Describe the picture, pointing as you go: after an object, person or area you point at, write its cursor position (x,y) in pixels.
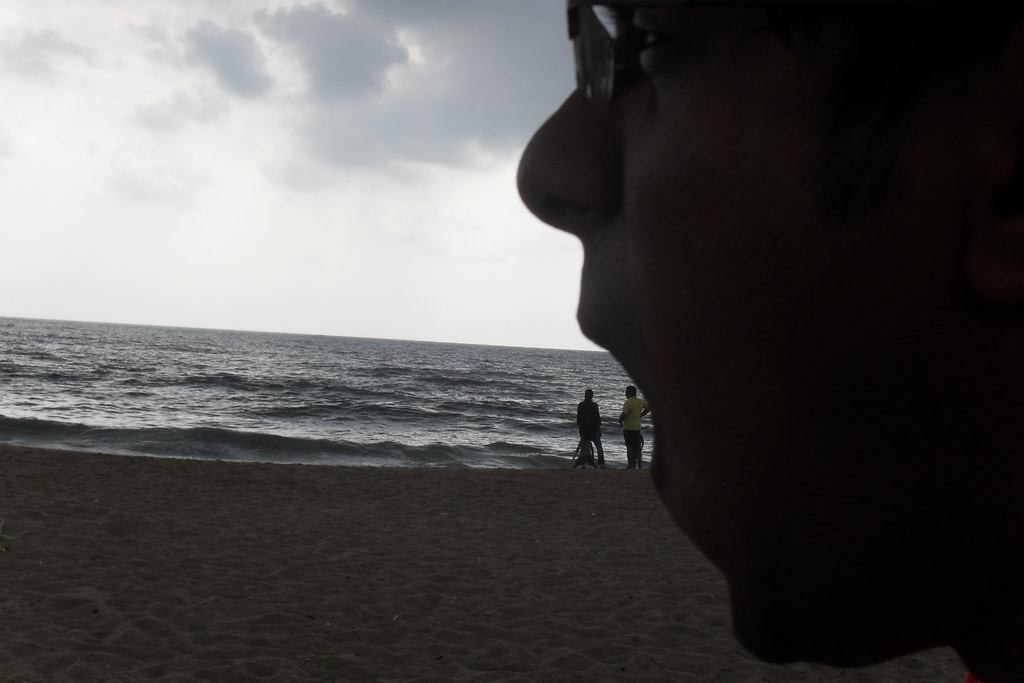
This is a beach (156,531). On the right side (821,316), I can see a person's head (750,347). At the bottom (410,542), I can see the sand (285,587). In the background (185,383) two people (628,438) are standing and there is an Ocean (230,370). At the top of the image (302,192) I can see the sky (261,155) and it is cloudy.
